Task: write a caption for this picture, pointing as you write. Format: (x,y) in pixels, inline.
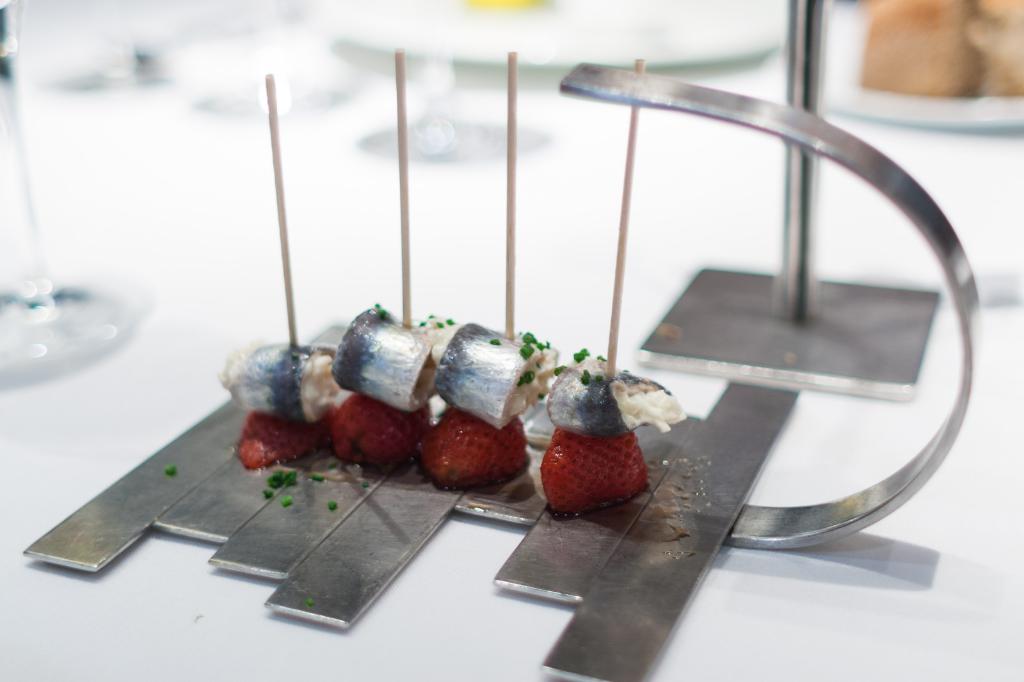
There is a food item (522,349) on a white table (189,321). There is a glass (23,226) at the left (34,310). At the back (1008,59) there are other food items (968,53).
